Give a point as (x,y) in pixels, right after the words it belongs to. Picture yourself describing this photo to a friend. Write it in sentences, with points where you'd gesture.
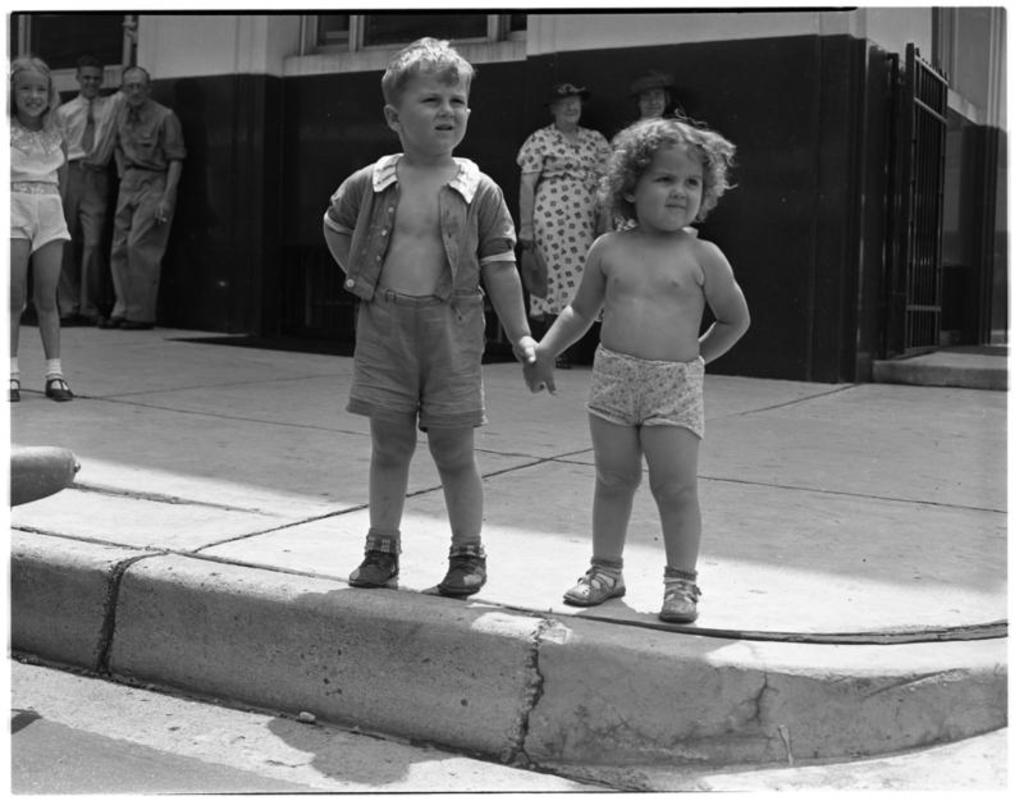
In this picture we can see a girl (608,397) and a boy (400,364) holding hands (521,358) and standing on the path (197,408). Few people (148,122) are also visible on the path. We can see a building (776,118) and a gate (917,80) in the background (982,282).
